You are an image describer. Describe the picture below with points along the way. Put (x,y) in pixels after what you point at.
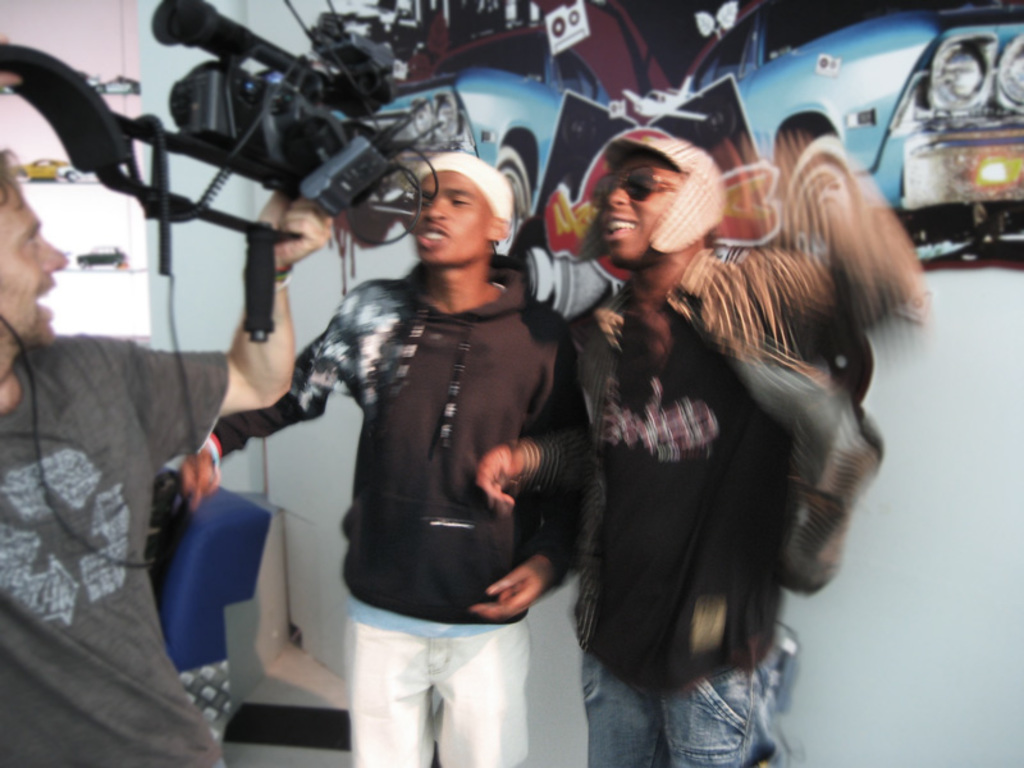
In this image we can see a person (108,430) holding camera (106,143) in his hands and in the background of the image (692,516) there are two persons (585,507) wearing similar color T-shirt (382,363) standing and there is a wall (527,166) and some painting (533,121) to it.
